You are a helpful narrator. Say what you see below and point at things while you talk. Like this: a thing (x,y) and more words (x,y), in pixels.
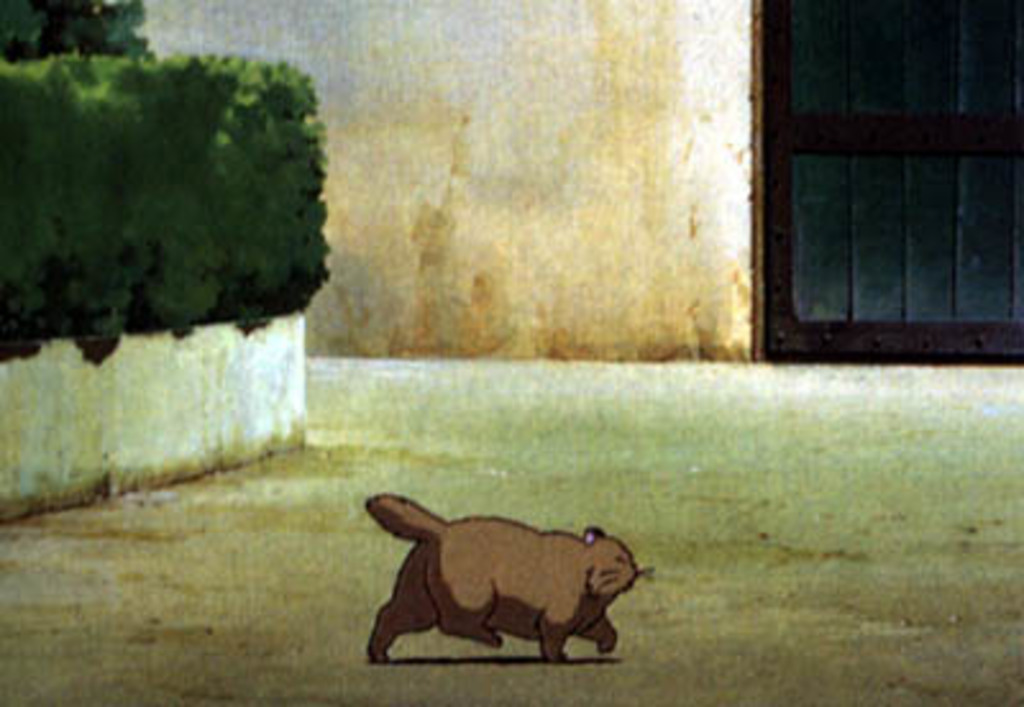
In this image, we can see a cartoon (531,543) and in the background (659,154), there is a door (867,221), wall (525,162) and we can see some plants (163,240). At the bottom (726,541), there is ground (722,619).
